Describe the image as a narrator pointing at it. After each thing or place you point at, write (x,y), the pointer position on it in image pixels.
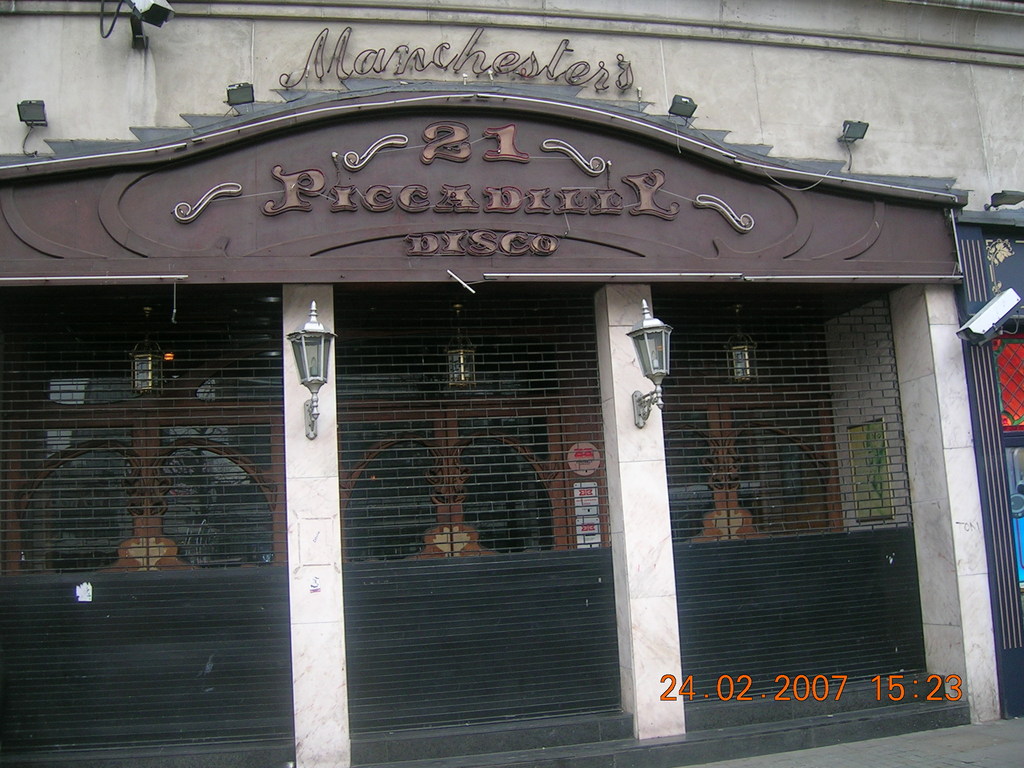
In this image I can see the building (380,181). I can see net gates (10,451) and lights (469,377) to the building (379,413). I can also see something is written on the building (318,145).
